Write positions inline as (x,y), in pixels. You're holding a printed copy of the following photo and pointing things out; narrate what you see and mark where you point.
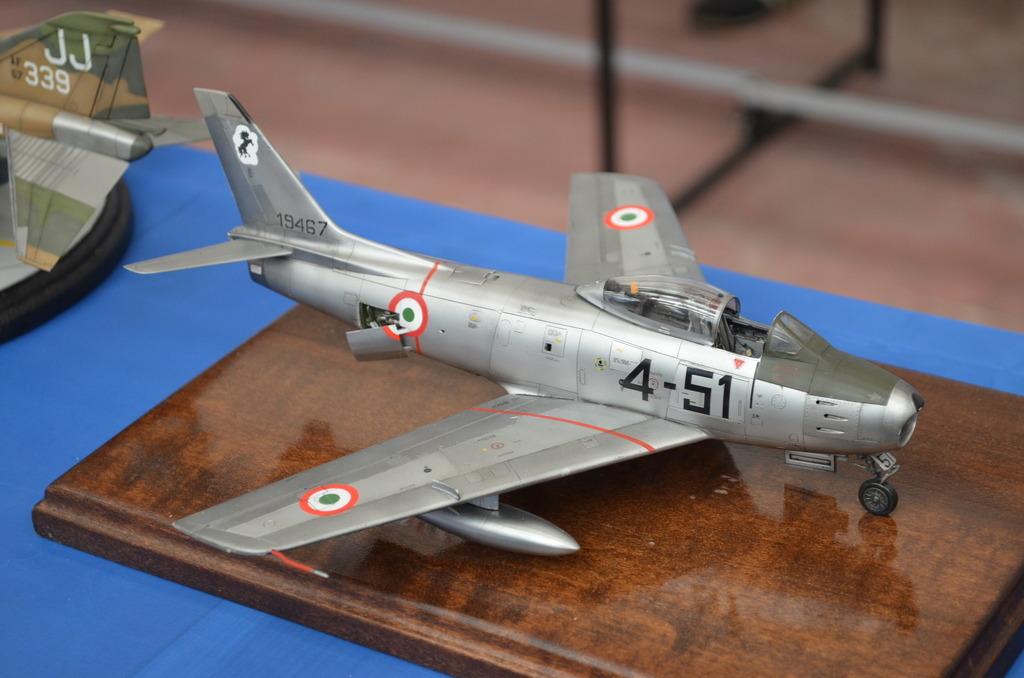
In this image we can see toy aeroplanes (331,261) placed on the surface (166,201).
